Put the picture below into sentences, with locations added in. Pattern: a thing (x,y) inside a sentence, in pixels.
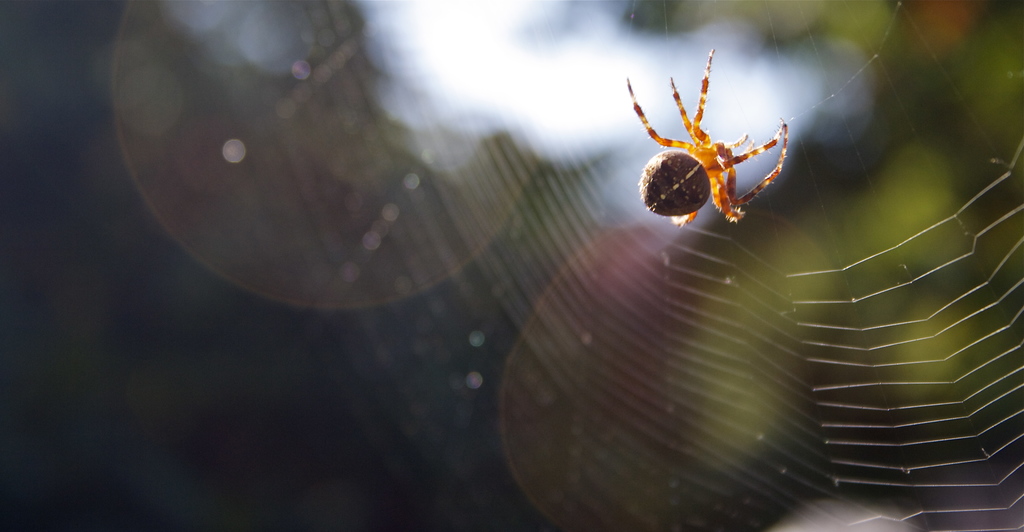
This is a zoomed in picture. On the right (737,200) we can see the spider (745,200) on the spider web (903,363). The background of the image (971,77) is blurry and there are some objects (521,338) in the background (810,396).
